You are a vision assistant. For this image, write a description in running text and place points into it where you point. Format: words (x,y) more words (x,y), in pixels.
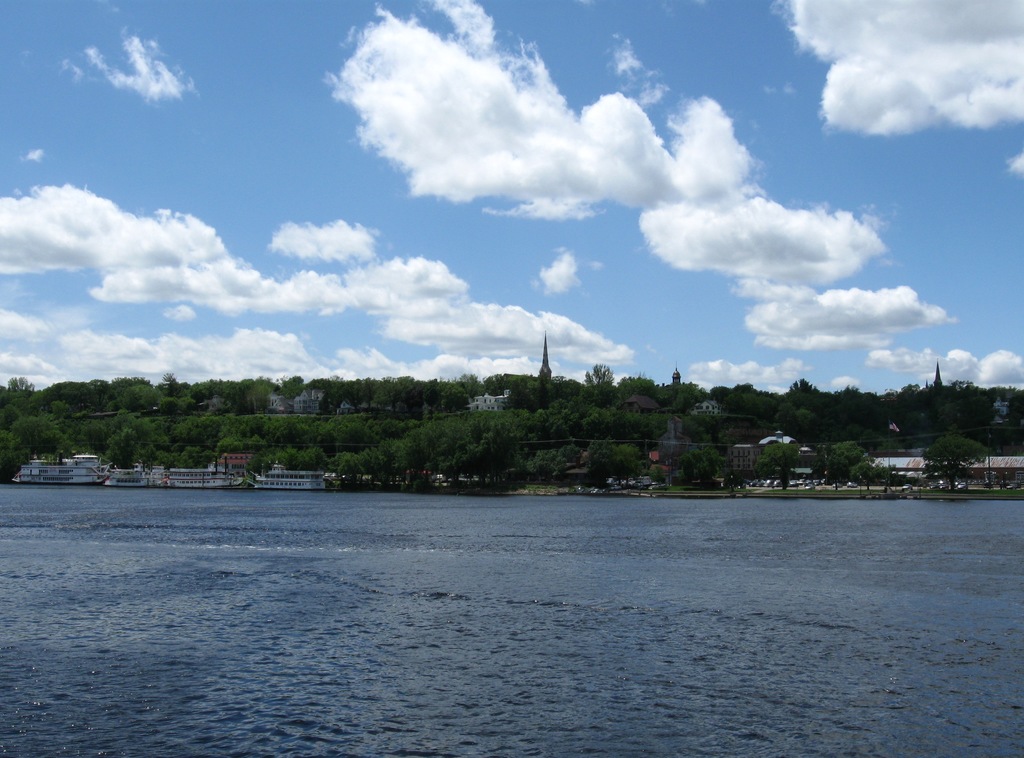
In this image, there are buildings (678,437) and trees (939,444). On the left side of the image (43,480), I can see ships (154,480) on the water (420,566). In the background (976,172), there is the sky (585,224).
